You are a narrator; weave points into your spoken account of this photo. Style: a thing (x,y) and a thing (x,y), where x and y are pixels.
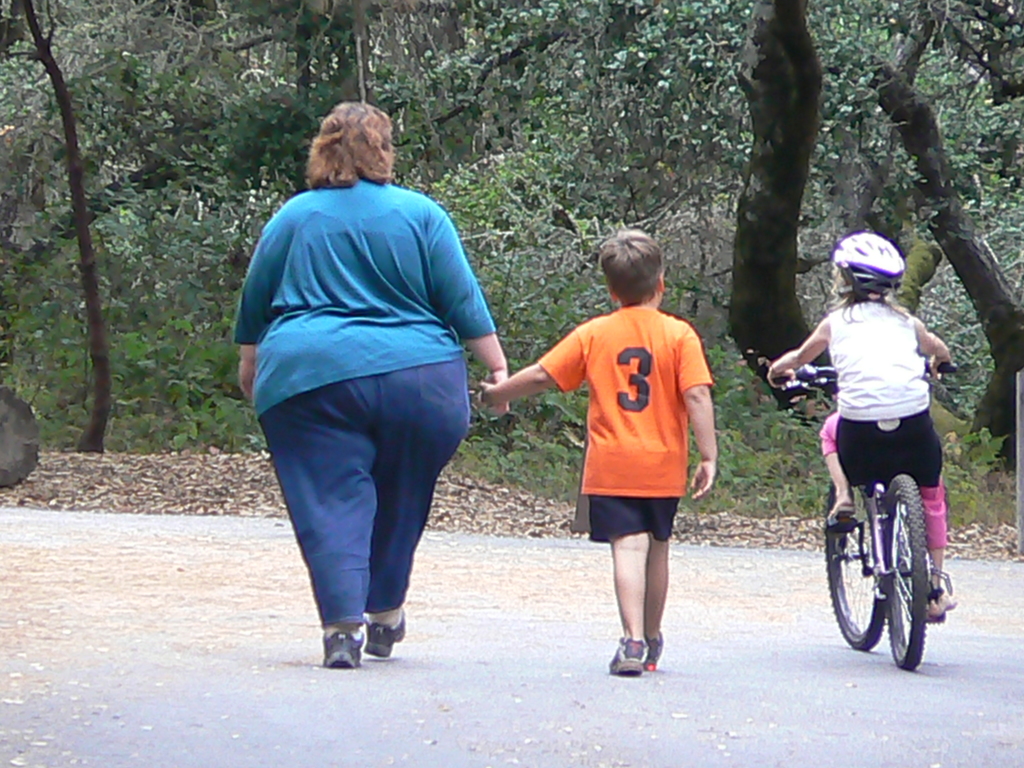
In the image on the ground (223,545) there are two people (632,557). Beside them there is a kid (846,500) on the bicycles (908,514). In the background (595,260) there are trees (1014,179) and on the ground (248,533) there are dry leaves (48,460).
